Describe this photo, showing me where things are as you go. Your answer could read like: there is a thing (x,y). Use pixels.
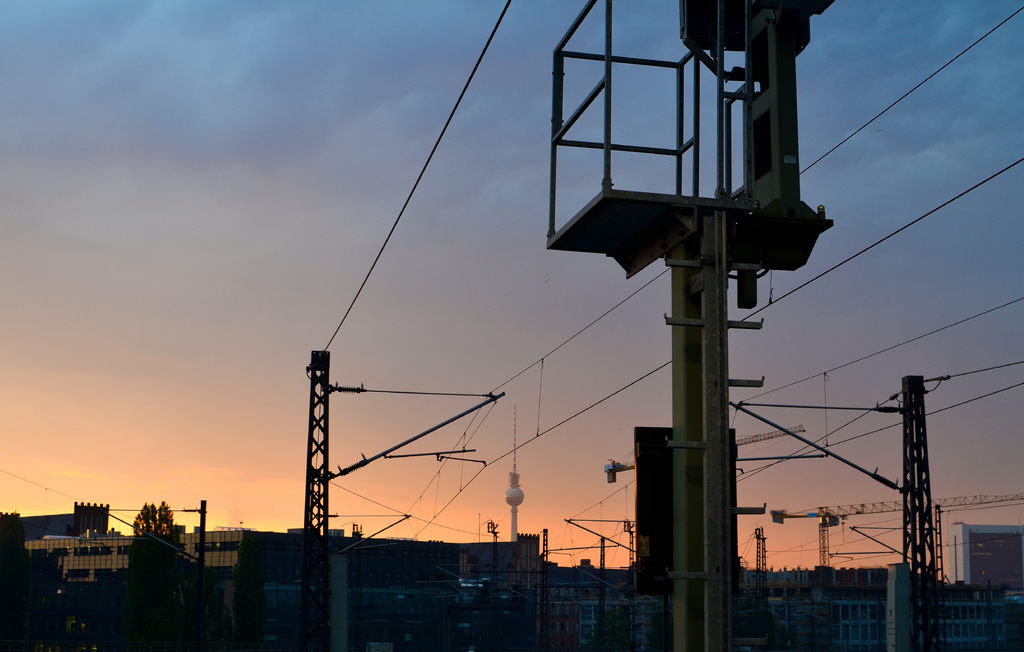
In the image there are many current poles (923,515) and in between those poles (720,565) there are some buildings (119,594) and on the left side (136,565) there are few trees (166,600).
